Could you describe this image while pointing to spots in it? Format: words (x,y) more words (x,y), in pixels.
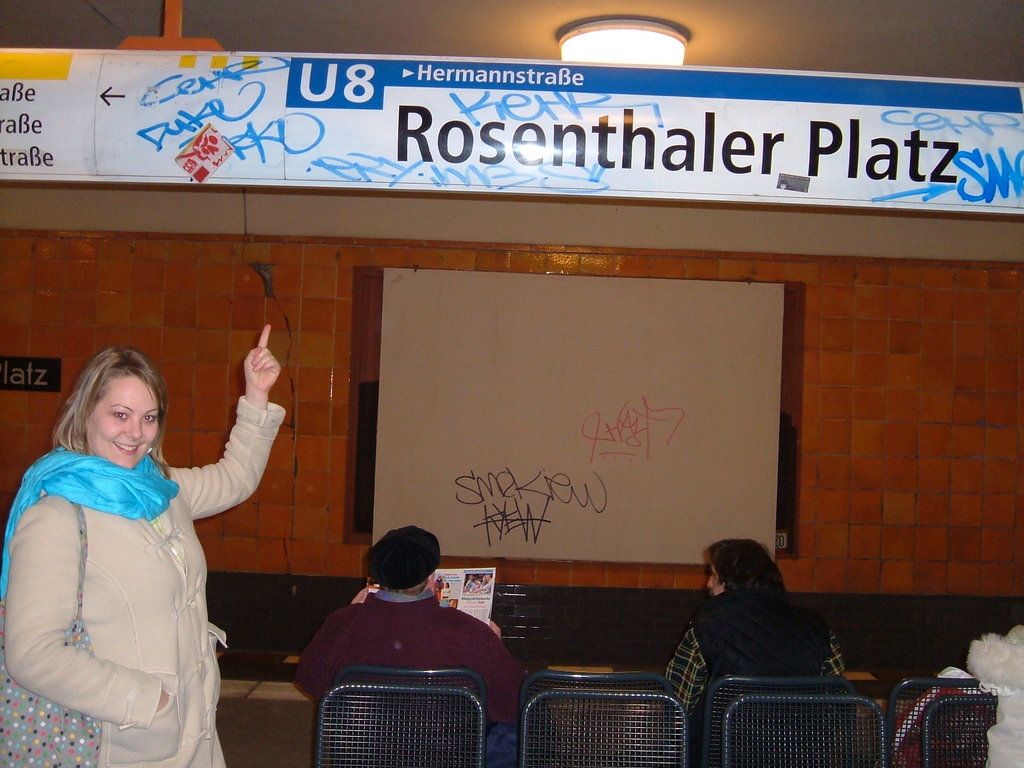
On the left (204,473) there is a woman (164,555) who is wearing cream color coat (193,592) and blue color scarf (75,480). She is holding a bag (66,725). Here we can see two person (750,635) sitting on the chair (658,691). In front of them we can see a board (564,448) on the wall (822,438). On the top (671,60) there is a light (597,24). Here we can see banner (694,174).
